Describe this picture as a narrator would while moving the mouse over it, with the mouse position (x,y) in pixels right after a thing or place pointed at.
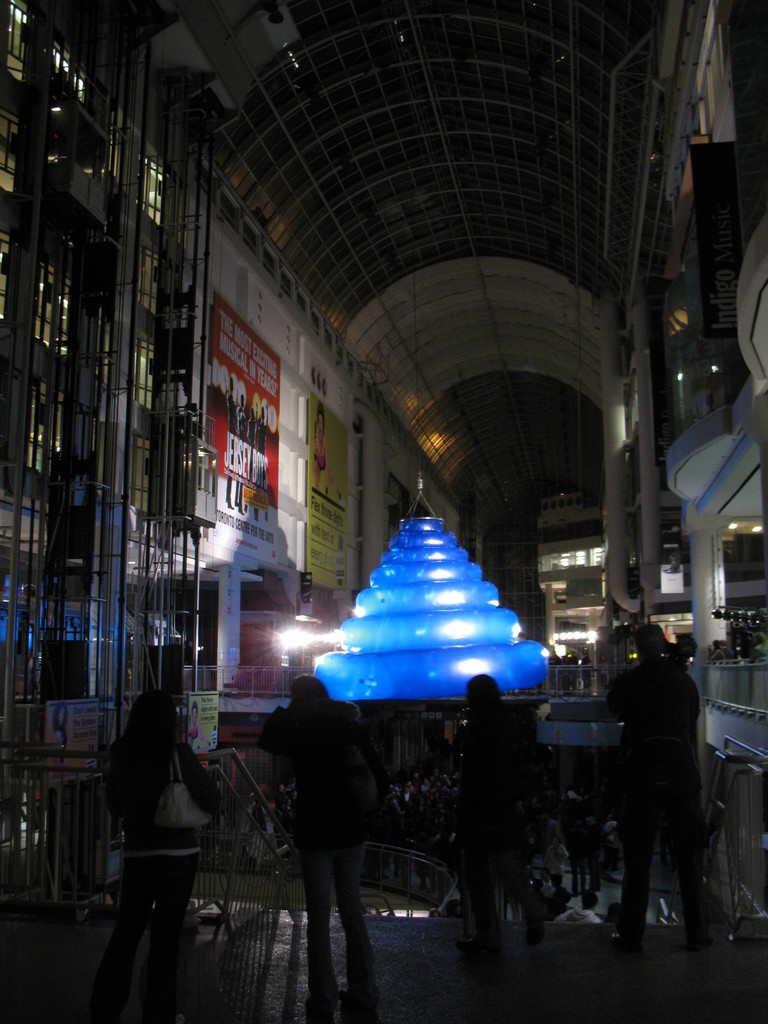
In the center of the image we can see a few people (376,792) are standing and they are holding some objects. And we can see fences (267,879) and one blue color object (391,629), which is tied with the rope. In the background (474,446) there is a wall (354,400), roof (446,208), banners (654,403), pillars (232,585), lights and a few other objects (64,507).
